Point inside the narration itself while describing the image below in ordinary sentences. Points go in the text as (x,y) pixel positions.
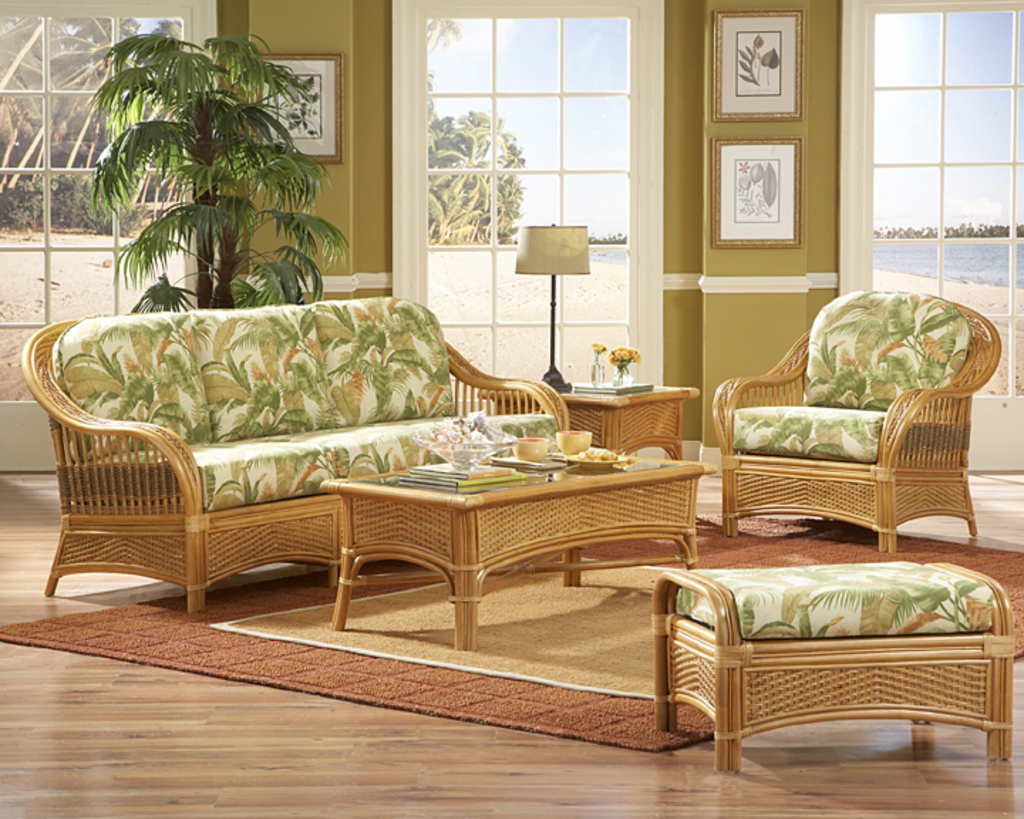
This picture shows and an inner view of a room (485,339) and we see a sofa (533,391) and two chairs (810,417) and a table (684,466) with two bowls (534,451) on it and we see a plant (294,151) and few photo frames (310,153) to the wall (368,55) and a lamp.
